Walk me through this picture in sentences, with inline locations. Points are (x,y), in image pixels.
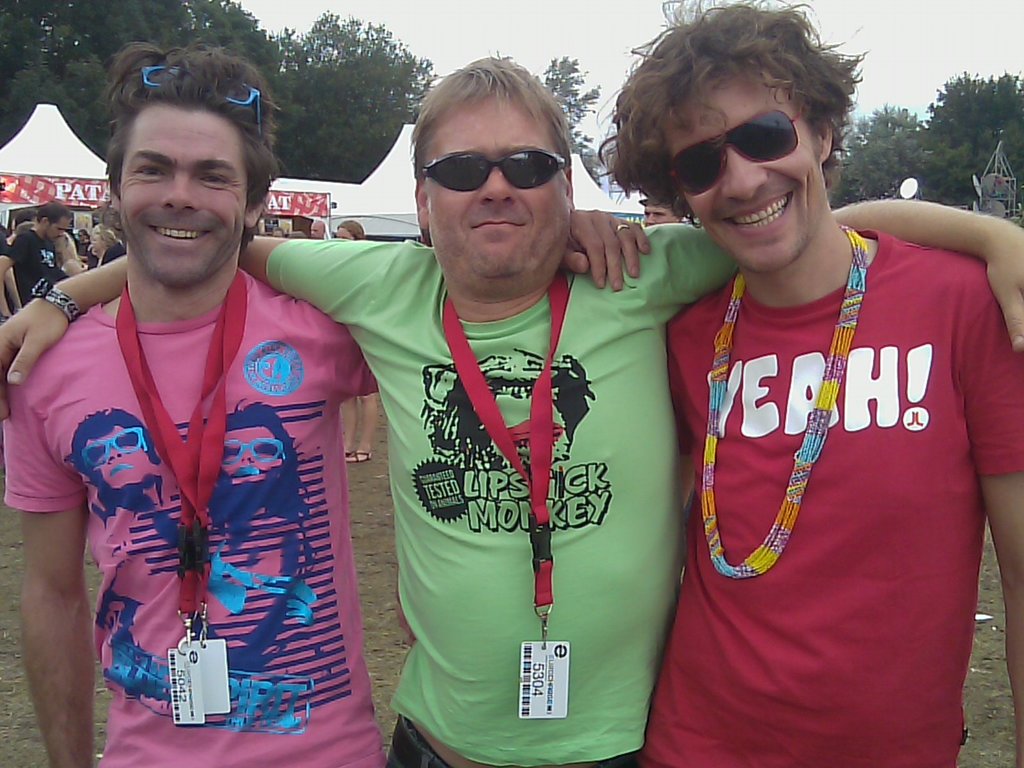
In front of the image there are three people (571,366) having a smile on their faces (519,269). Behind them there are a few other people (12,262) standing. In the background of the image (287,222) there are tents (84,183), trees (12,67) and a few other objects (996,189). At the top of the image (902,45) there is sky (931,43).
